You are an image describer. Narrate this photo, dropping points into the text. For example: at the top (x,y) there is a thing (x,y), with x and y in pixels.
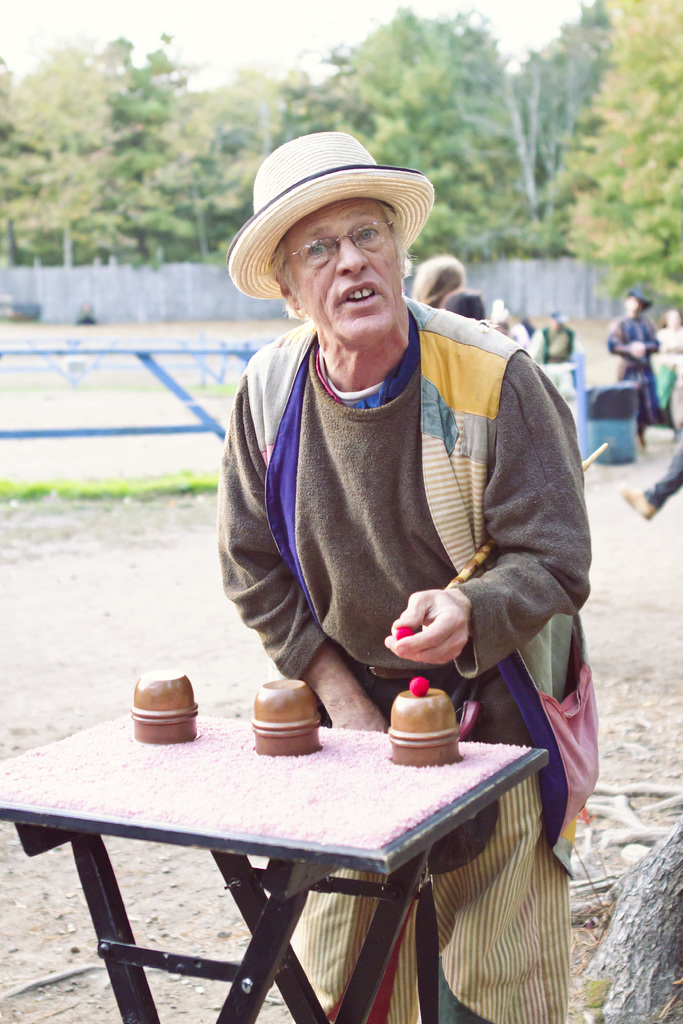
An old man (310,278) is showing a magic trick with red balls (420,690) and cups (180,686).
